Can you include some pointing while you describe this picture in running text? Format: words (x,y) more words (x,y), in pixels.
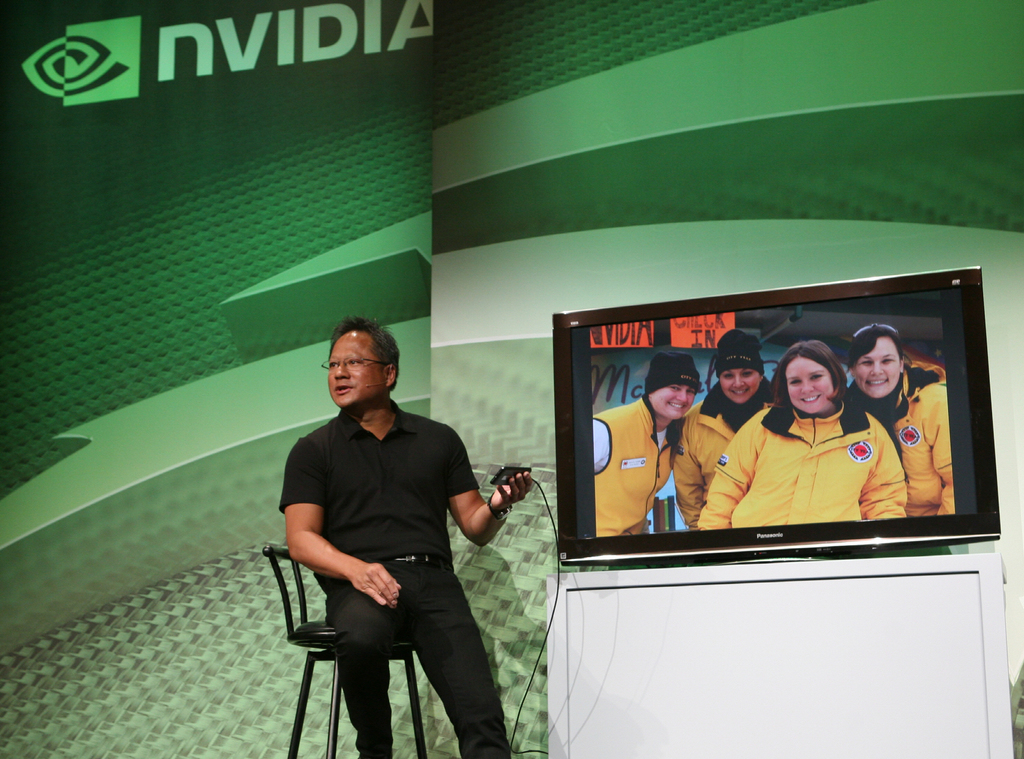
In this image man (393,542) sitting on a chair (336,668) in the center (407,483) holding a object (501,483) in his hand (511,483). At the right side (808,621) on white colour table (805,632) there is a TV (763,443) which is running and on the screen (778,391) of the TV (746,422) there are four persons (808,428) wearing a yellow colour jacket (789,442) and having smile on their faces (859,382). In the background (530,167) there is a green colour sheet (318,213) where we can read nvidia.
